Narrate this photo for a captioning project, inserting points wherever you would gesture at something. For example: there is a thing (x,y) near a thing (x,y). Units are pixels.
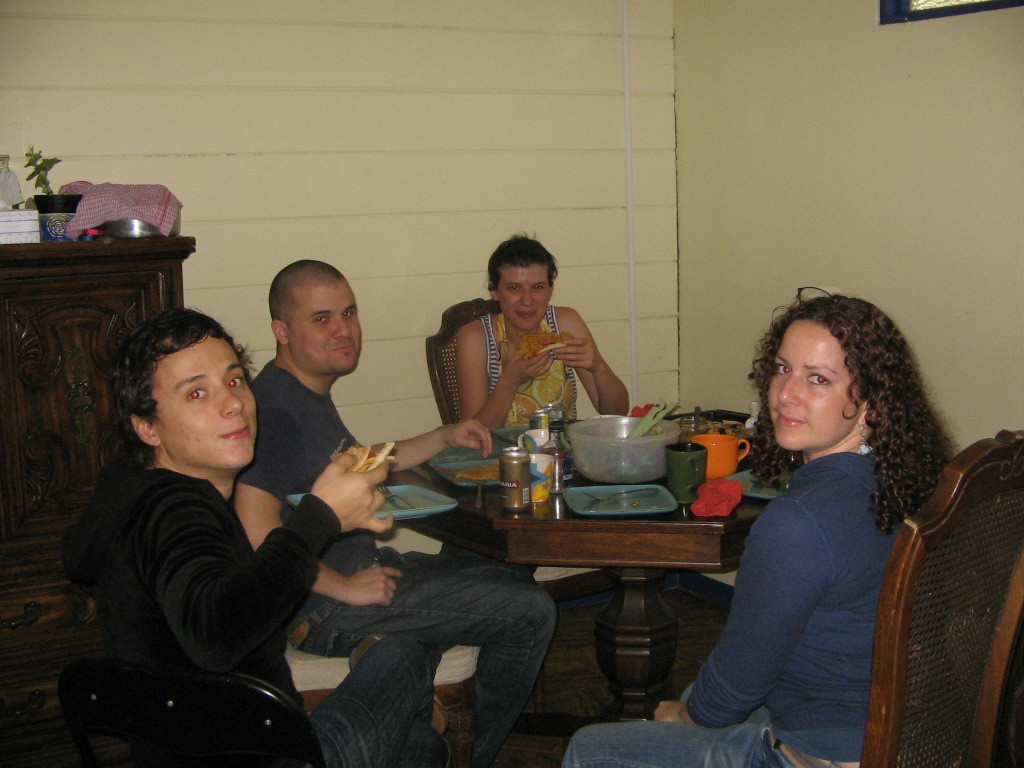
In this image I can see few persons (332,563) are sitting on chairs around the table (584,518). I can see two of them are holding something in their hands (363,480). In the background (130,200) I can see the wooden cabinet (63,378) with some objects (67,236) on it and the cream colored wall (535,115).
